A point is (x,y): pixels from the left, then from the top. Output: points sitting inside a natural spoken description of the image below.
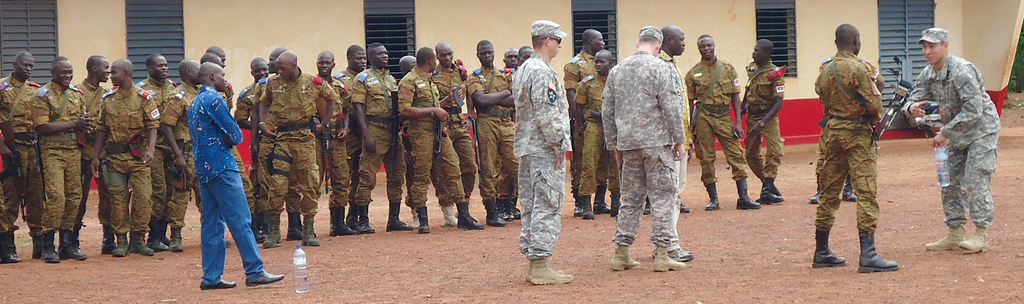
In this image, we can see some people (373,96) standing, at the right side (895,120) there is a bike (899,114), in the background (395,26) there are some windows (378,26) and there is a wall (336,30).
